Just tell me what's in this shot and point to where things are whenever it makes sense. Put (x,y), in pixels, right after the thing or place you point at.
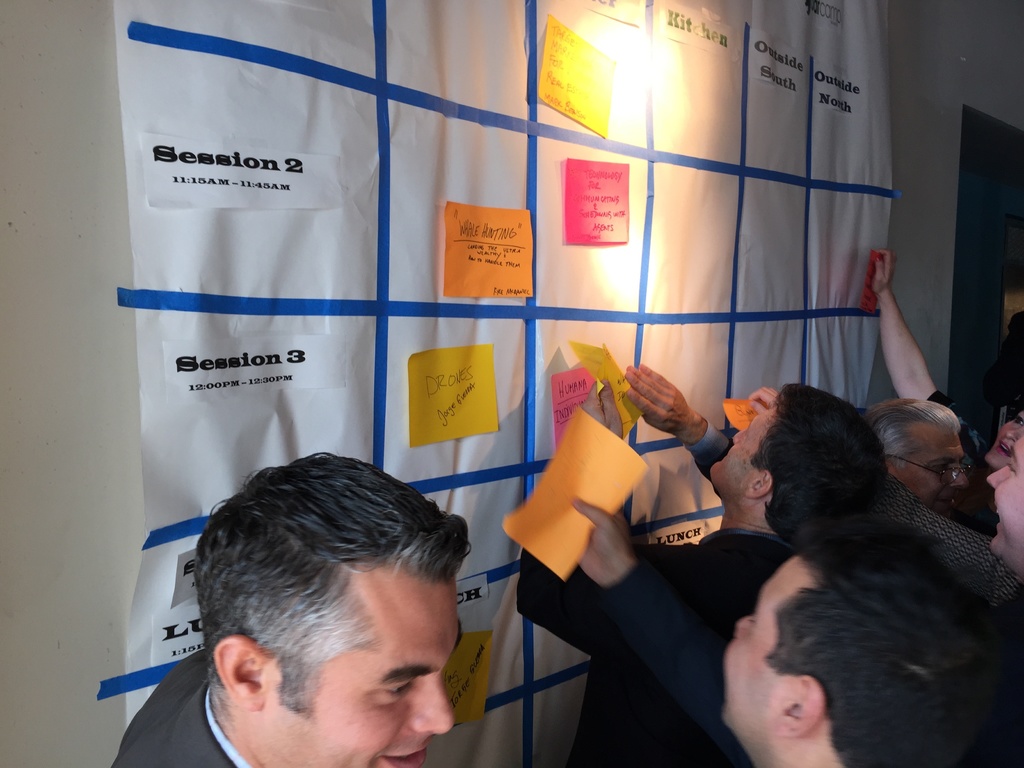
This image is taken indoors. In the background (67,224) there is a wall (947,239) and there is a poster (323,215) with a few stickers (602,90) on it. There is a text (849,79) on the stickers (487,372). At the bottom of the image (275,736) there are a few people (723,574) standing on the floor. A few are holding stickers (634,460) in their hands (667,416).
